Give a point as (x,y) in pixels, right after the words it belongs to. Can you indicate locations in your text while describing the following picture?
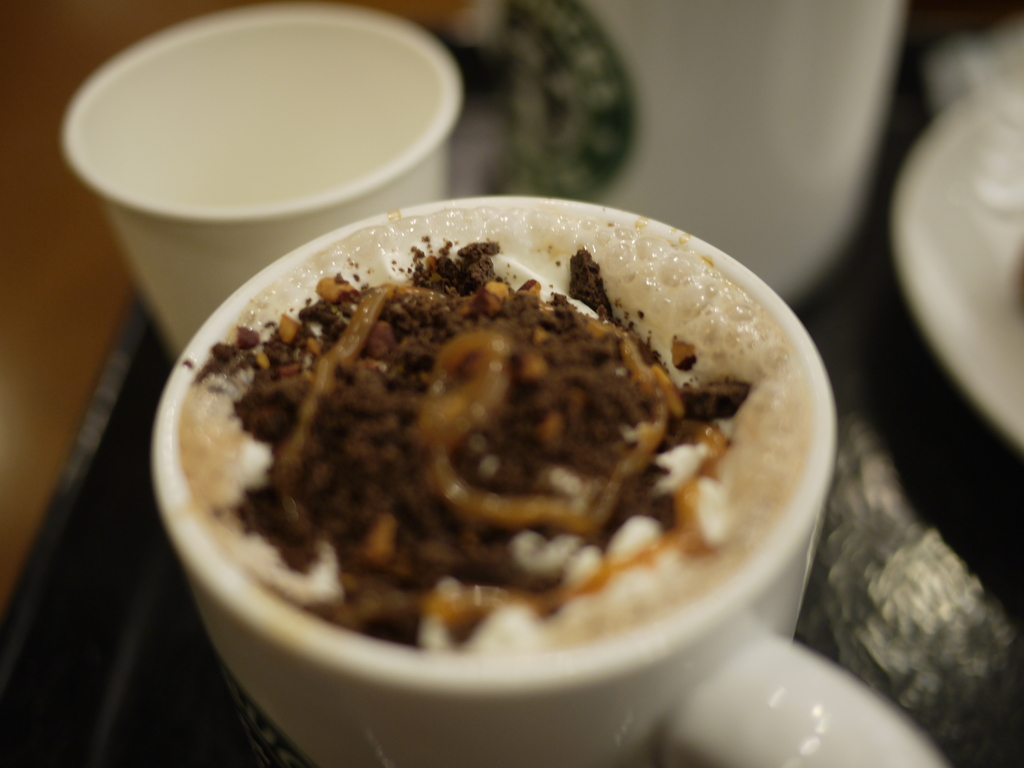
In this picture we can see few cups (779,564) on the table (901,533) and we can find drink (606,427) in the cup (765,557).
